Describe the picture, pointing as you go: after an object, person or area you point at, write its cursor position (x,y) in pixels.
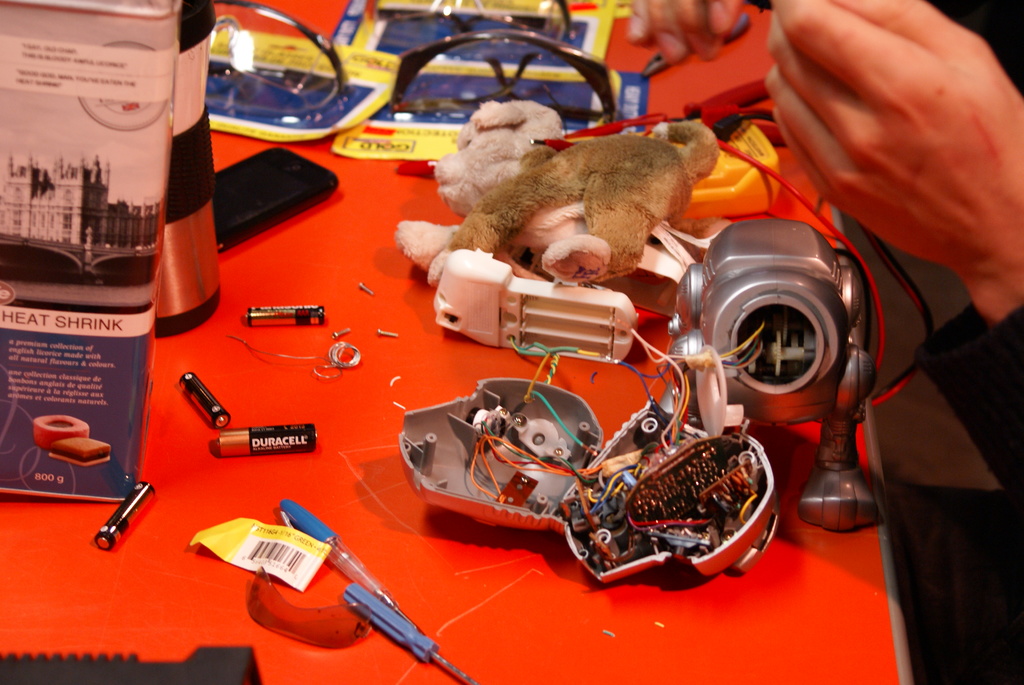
In this image there are screwdrivers (367,570), four batteries (275,320), a mobile phone (293,211), toy (537,215), glasses (459,71), papers (393,157) and a tin (123,331). These items (477,486) are placed on the red table (682,612). We can also see some persons hand (826,109) and the person (883,171) is repairing an object (747,431).
